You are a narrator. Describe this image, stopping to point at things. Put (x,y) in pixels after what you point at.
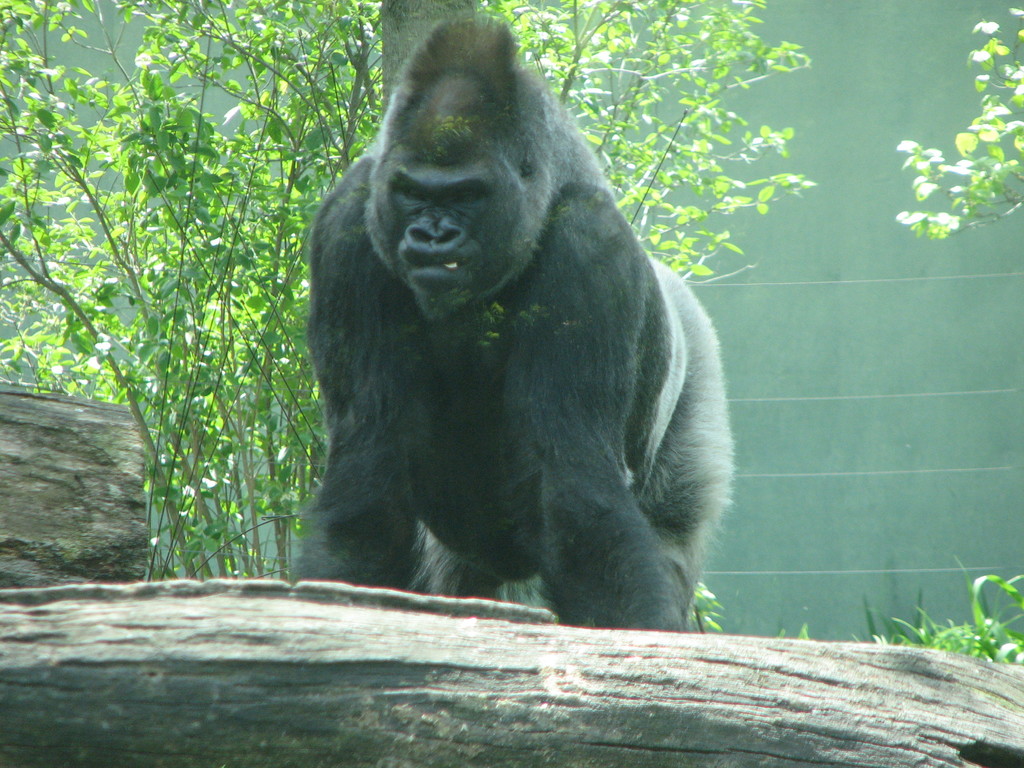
This picture contains a gorilla (460,340) and at the bottom of the picture (322,600), we see wood (645,703). Behind that, there are trees (162,175) and in the background (751,271), we see a wall (853,375) which is green in color. This picture might be clicked in a zoo.
